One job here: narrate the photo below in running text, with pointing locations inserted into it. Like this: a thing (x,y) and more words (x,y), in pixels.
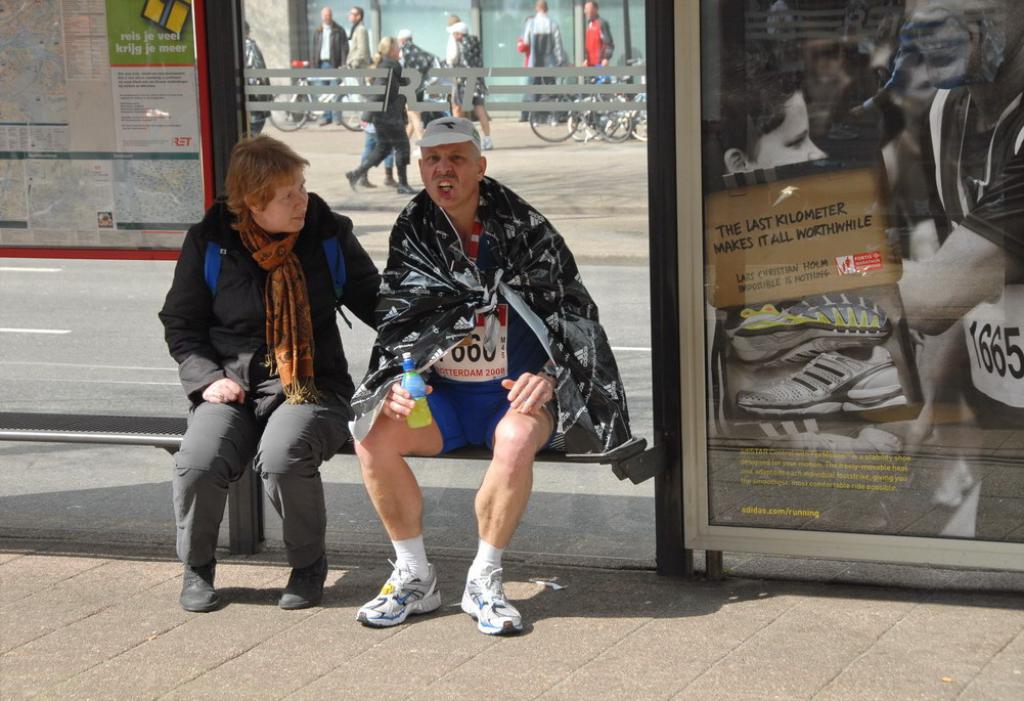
In the foreground of this image (447,409), there are people (395,406) sitting on a bench (134,424) and on either side to them, there are two boards (793,278). Behind them, there are people (395,143) standing and walking on the side path (555,152). We can also see few bicycles (589,95), wall (273,18) and the glass wall (451,11) of a building (386,31).
